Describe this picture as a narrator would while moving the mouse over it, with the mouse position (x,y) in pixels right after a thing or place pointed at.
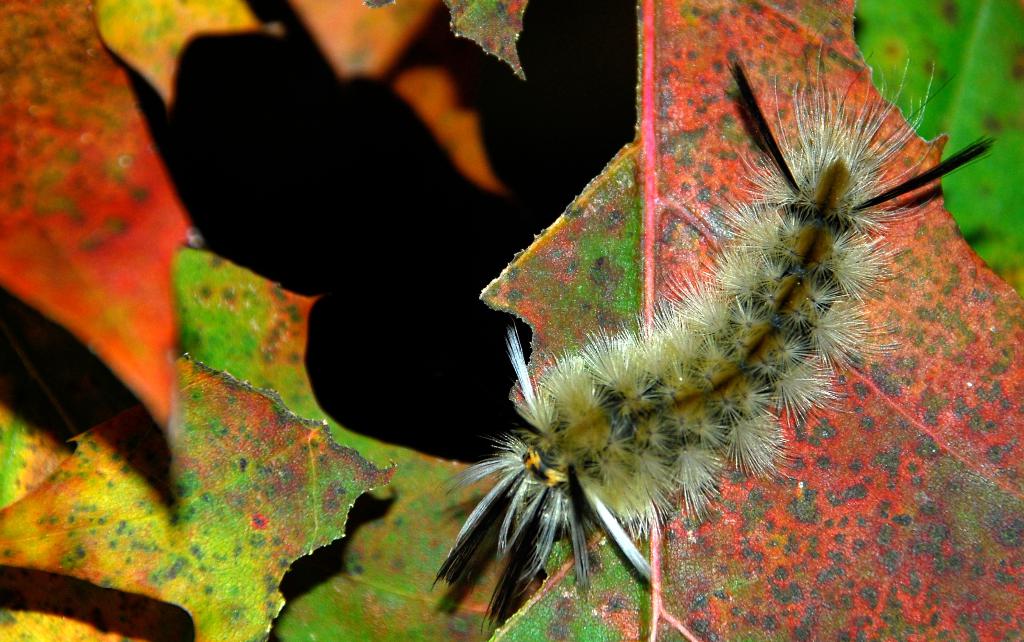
The picture consists of a caterpillar (656,405) on a leaf (625,272). At the bottom (205,550) there are leaves (215,549).
